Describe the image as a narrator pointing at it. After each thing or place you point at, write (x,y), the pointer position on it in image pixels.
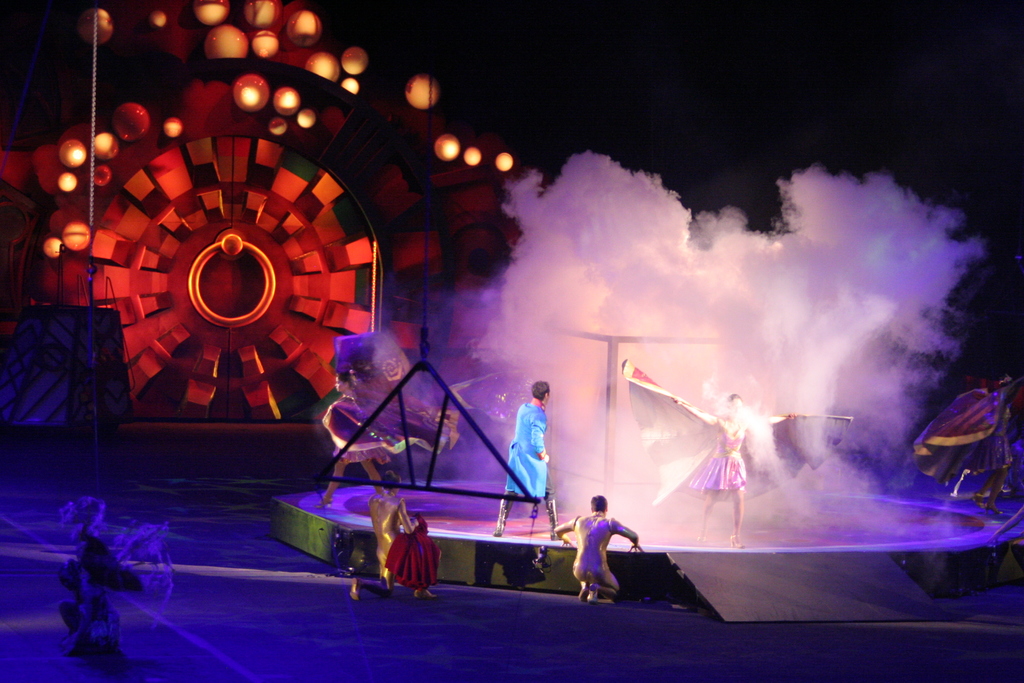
In this image we can see these people (618,583) are standing on the stage (316,550). Here we can also see white smoke (717,315), lights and some other objects (816,418) on the stage (805,553). Here I can see are a chain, gate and some lights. The background of the image (1001,357) is dark.
